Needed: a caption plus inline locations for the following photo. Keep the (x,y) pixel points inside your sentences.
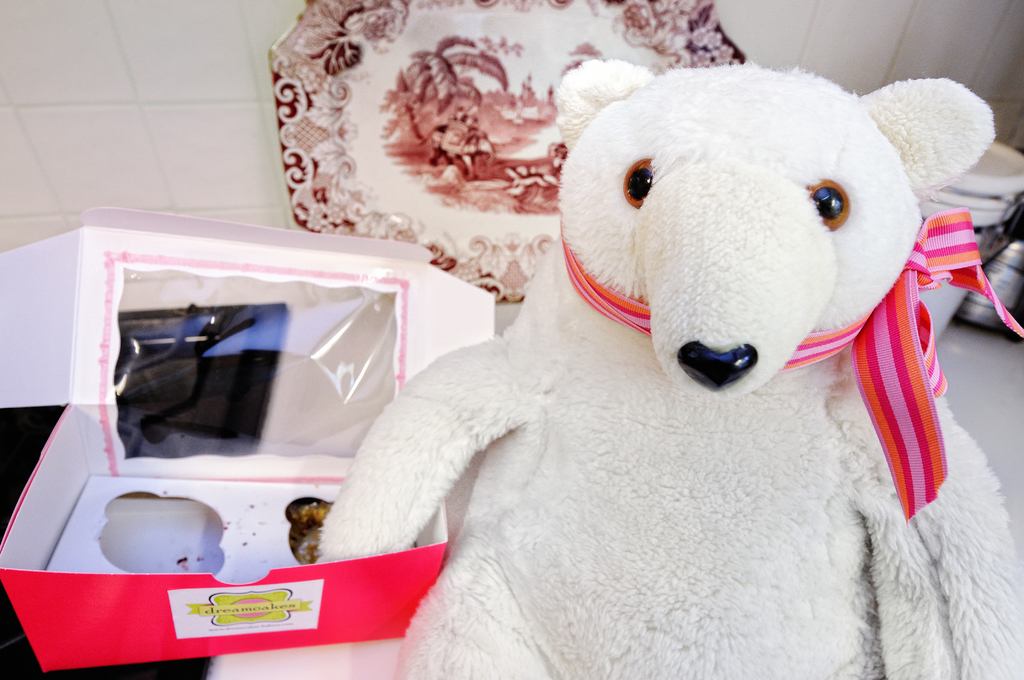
In this image I can see the toy (718,605) and the toy (700,570) is in white color and I can see a ribbon (894,401) which is in pink and orange color. Background (54,167) I can see a cardboard box (205,554) and I can also see few objects (332,79) and the wall (196,83) is in white color.
